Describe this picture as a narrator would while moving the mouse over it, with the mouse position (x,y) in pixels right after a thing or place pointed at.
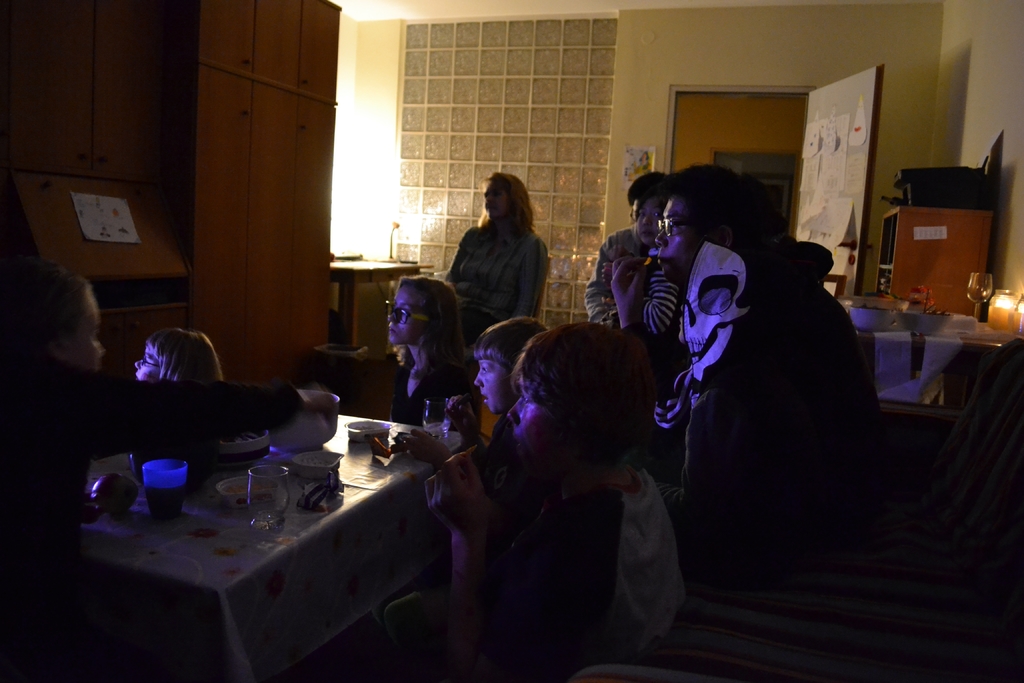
In the image we can see there are people (716,242) sitting on the chair (979,476) and on the table (232,528) there are glasses (260,516). Behind there are other people (513,231) sitting.
